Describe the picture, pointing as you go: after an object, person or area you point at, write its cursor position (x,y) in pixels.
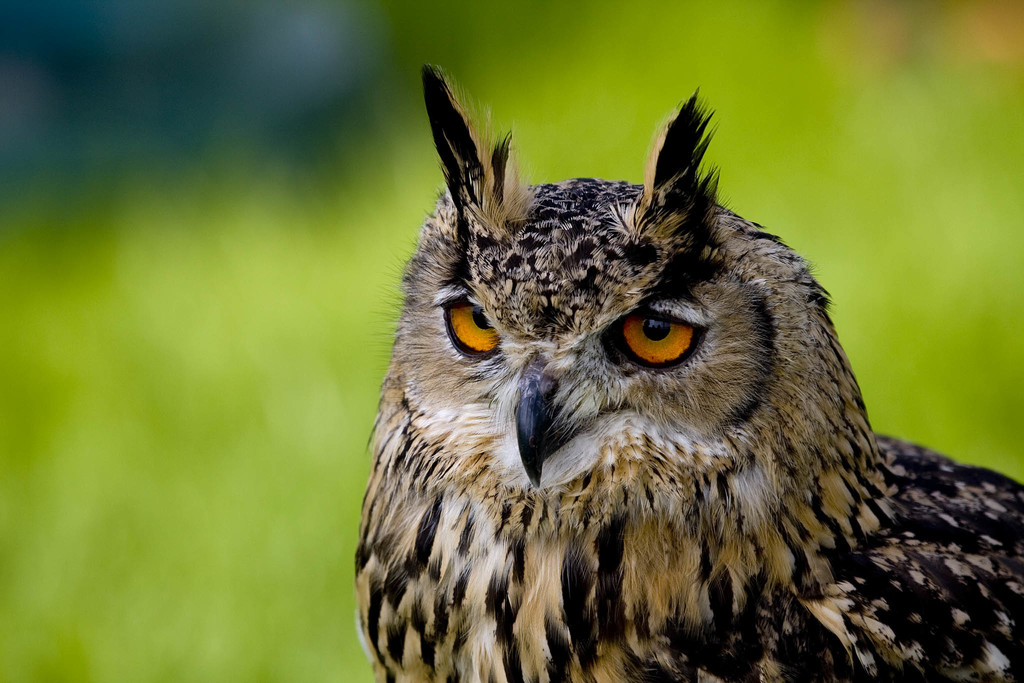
In this picture we can see an owl (577,460). Behind the owl (541,464), there is the blurred background (921,311).
